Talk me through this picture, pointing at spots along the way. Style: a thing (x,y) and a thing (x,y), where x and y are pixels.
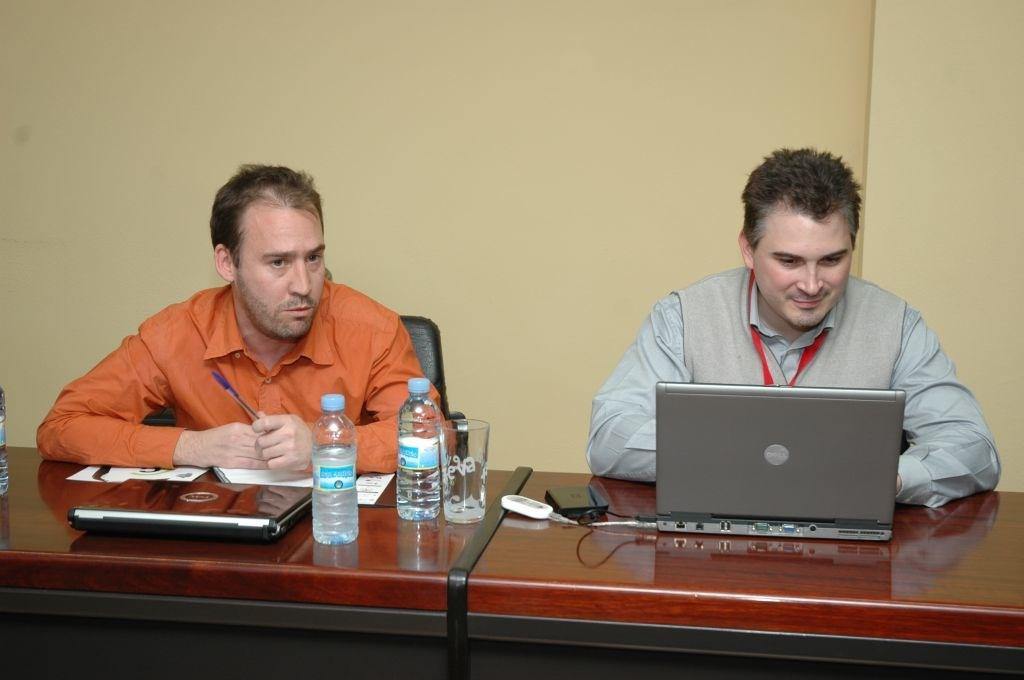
In the given image we can see that, there are two person (672,309) sitting on chair (415,324), this is a table (436,556) on which a system (669,480), water bottle (326,474) and glass (453,471) is kept.
